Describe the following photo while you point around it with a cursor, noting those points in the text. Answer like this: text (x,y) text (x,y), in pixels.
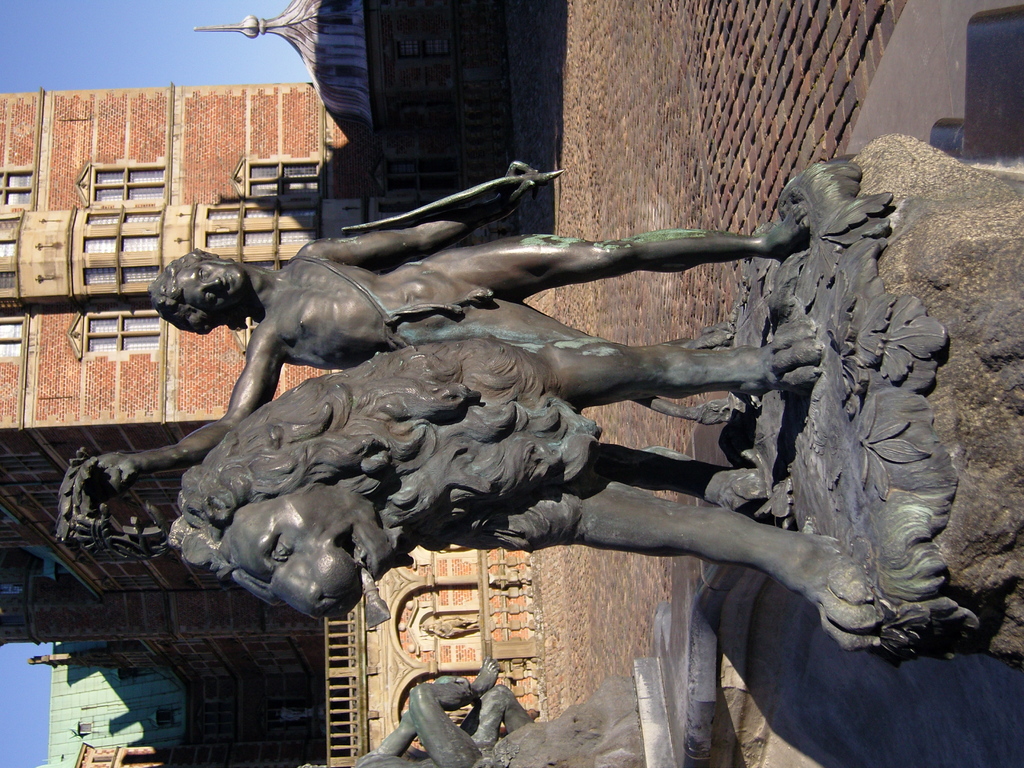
In the image there is a statue (190,294) of a naked man (308,289) standing beside a lion (755,520) and in the back (149,338) there are buildings (207,360) in front of the wall (449,651) with carvings (435,665) on it, this is a vertical image, on the bottom (446,725) there is another statue (477,707) and above there is sky (103,53).
